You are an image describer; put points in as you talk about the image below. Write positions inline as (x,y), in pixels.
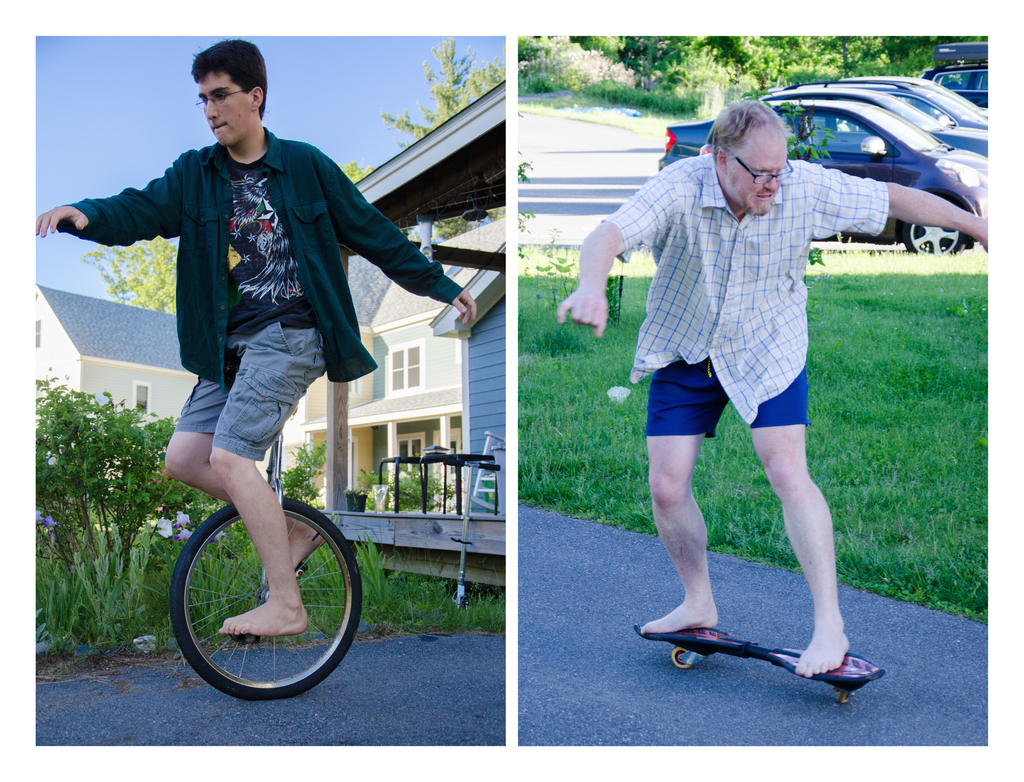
In this picture I can see the collage image. On the right side (786,466), I can see a man (827,512) skating on the road (787,602) on the left side (228,483). There is a man (192,437) on a wheel (228,549) and I can see cars (861,168) and trees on the right side (855,155). In the background (119,135), I can see houses (117,375) and trees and sky (126,147) is clear.
